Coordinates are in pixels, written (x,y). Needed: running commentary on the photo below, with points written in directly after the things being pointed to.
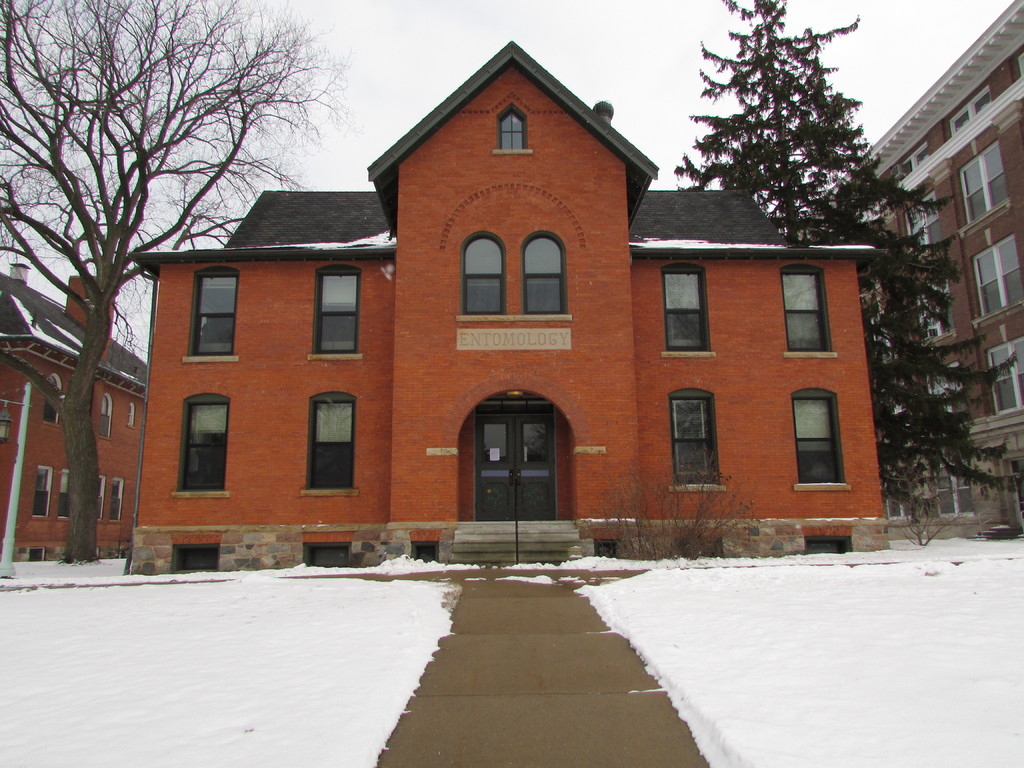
In this image we can see snow (331,733), road (567,729), plants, trees (989,376), windows (540,440), board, poles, and buildings (496,427). In the background (643,149) there is sky (710,20).
